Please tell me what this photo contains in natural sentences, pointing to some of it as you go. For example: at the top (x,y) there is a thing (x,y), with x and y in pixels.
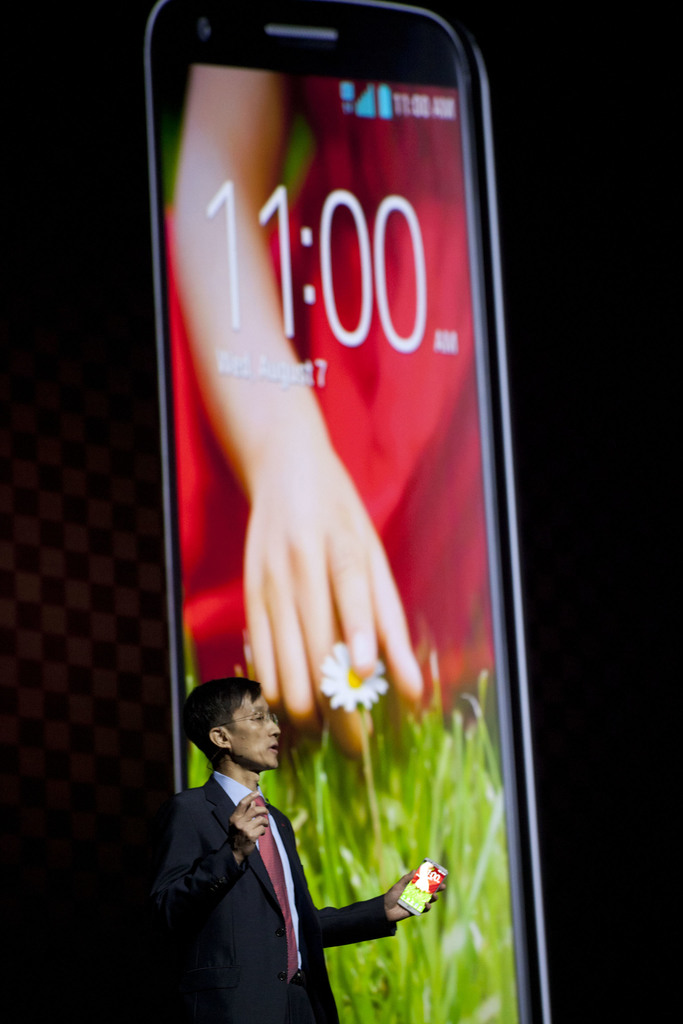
In this image there is a person (236,927) standing and holding a mobile phone (424,885), there is a mobile phone (400,699) in which text (356,214) is displayed, there is a person (323,307) truncated in the mobile phone (317,413), there is a flower (353,687) and grass (396,707) in the mobile phone (434,814), the background of the image (126,244) is dark.
